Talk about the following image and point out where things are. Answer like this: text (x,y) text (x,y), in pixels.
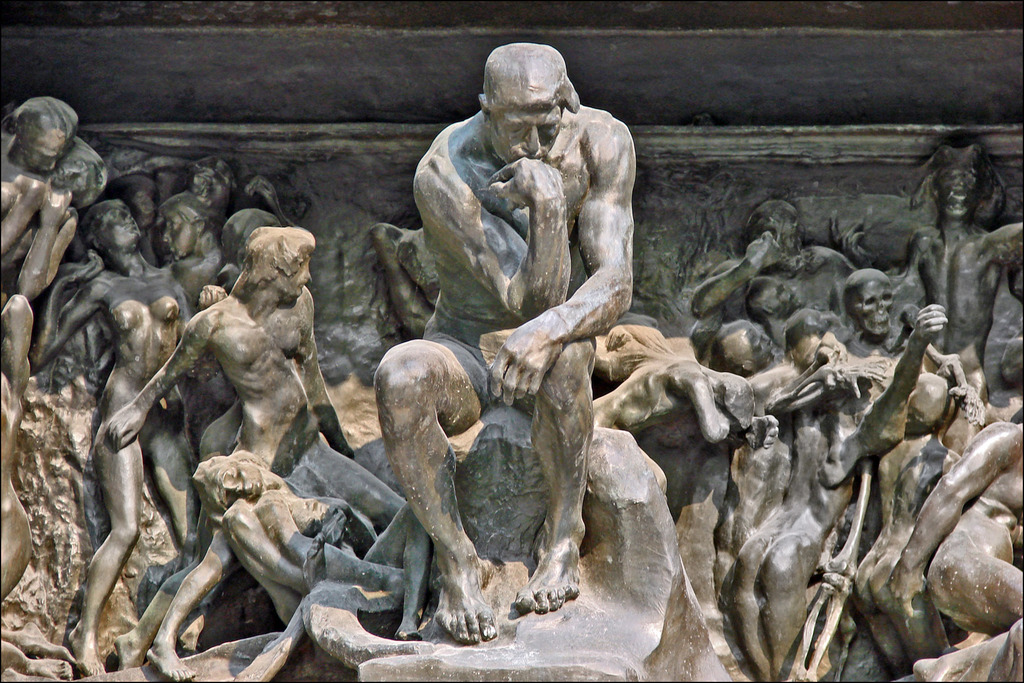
In the picture we can see the people sculptures (6,363) and behind it we can see a part of the wall (444,9).
